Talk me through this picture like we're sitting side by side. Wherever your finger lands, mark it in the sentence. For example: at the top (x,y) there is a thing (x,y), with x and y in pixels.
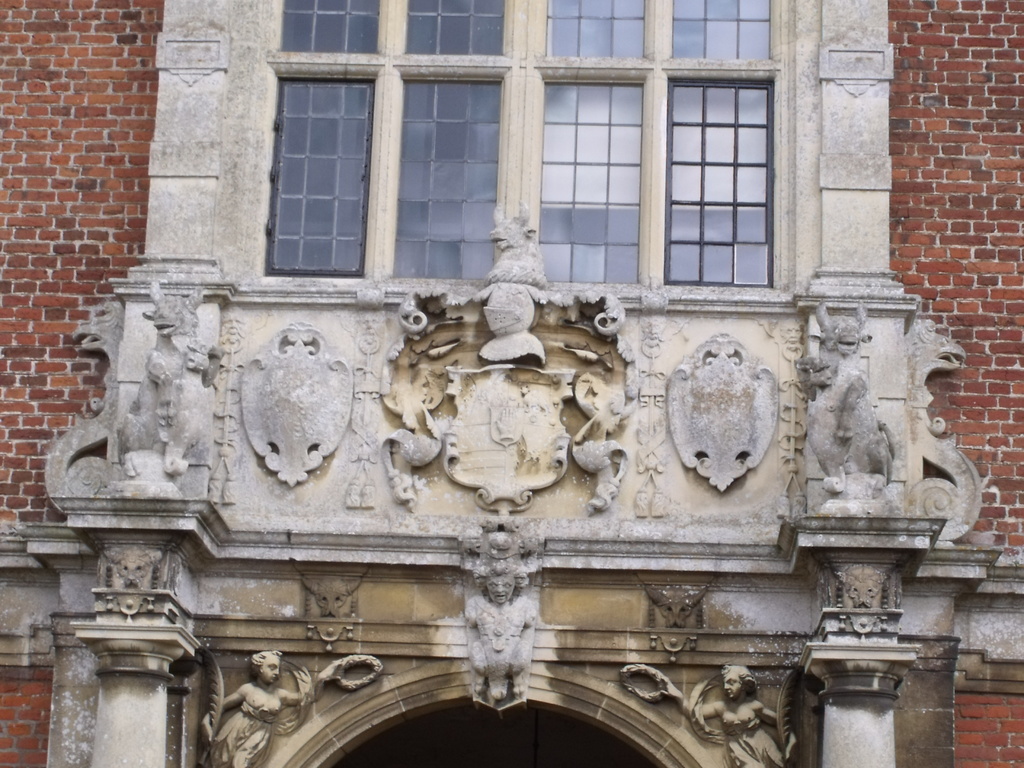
In the foreground of this image (282,333), there is a brick wall (121,138) with an arch (554,680) and a glass window (585,131) on the top side of the image (497,111).
